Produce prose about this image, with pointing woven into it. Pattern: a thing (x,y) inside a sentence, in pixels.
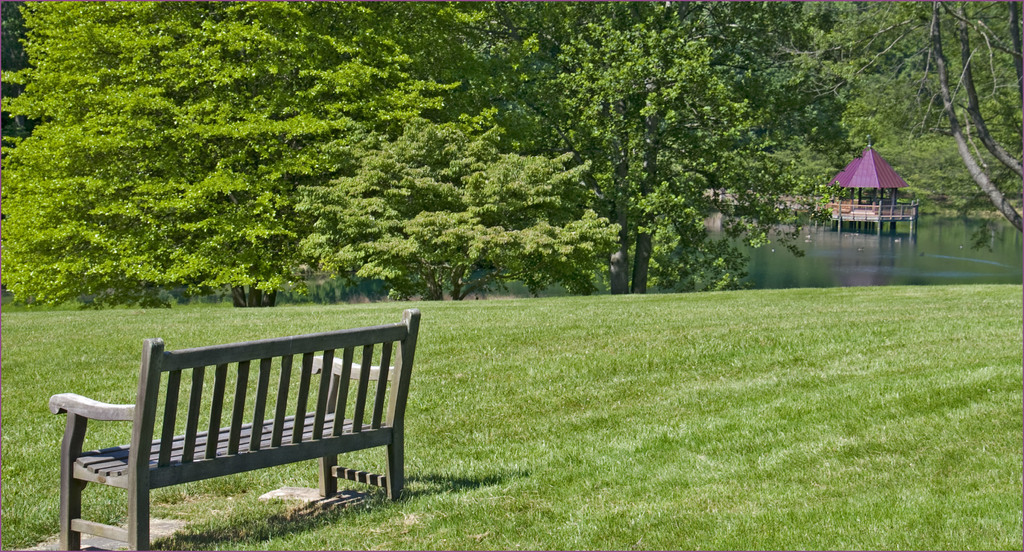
In this picture there is a bench (127,446) on the left side of the image (314,361) on the grassland (737,352) and there is a gazebo (851,180) on the dock (898,207), on the water (834,245) on the right side of the image (869,168), there is greenery (474,91) in the image.
